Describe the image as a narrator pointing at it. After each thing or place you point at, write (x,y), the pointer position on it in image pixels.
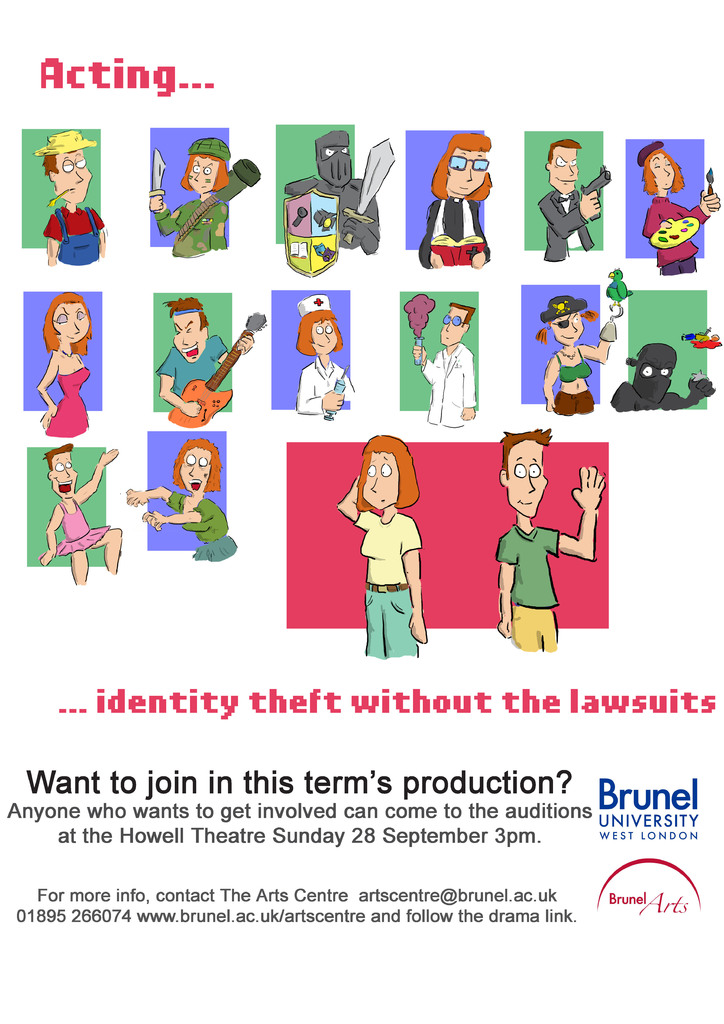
In the image there is a poster (257,459) with cartoon characters (406,480). And something is written on it.
